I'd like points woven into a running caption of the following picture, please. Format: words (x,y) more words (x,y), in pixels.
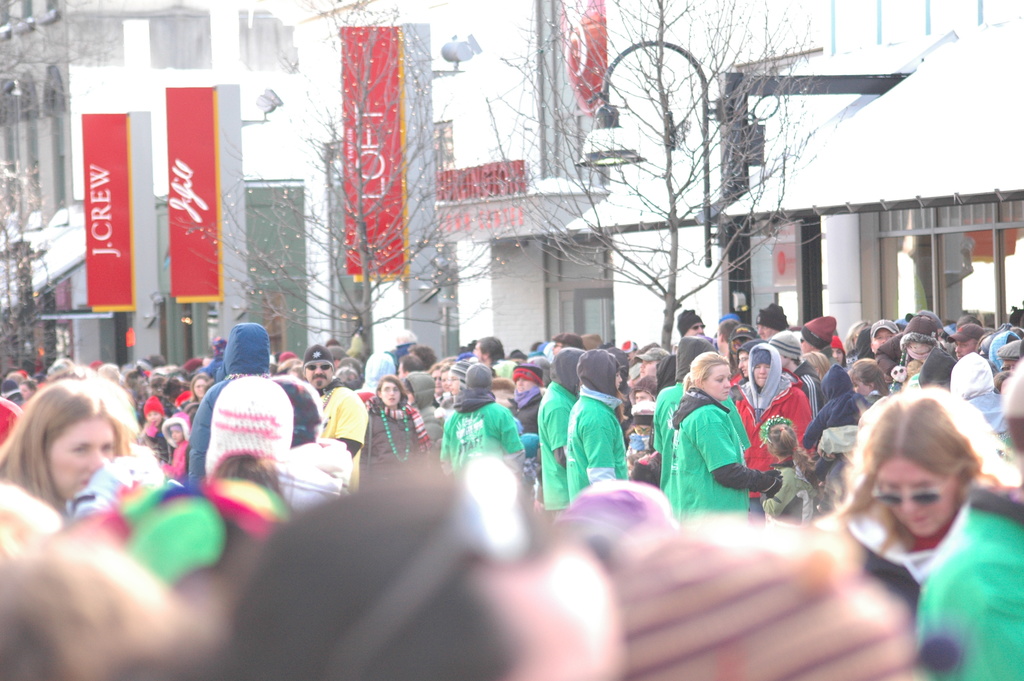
In this picture I can see a group of people (795,497) in the middle (657,394), in the background (505,216) there are trees (670,164), boards (469,201), lights (705,131) and buildings (835,227).
